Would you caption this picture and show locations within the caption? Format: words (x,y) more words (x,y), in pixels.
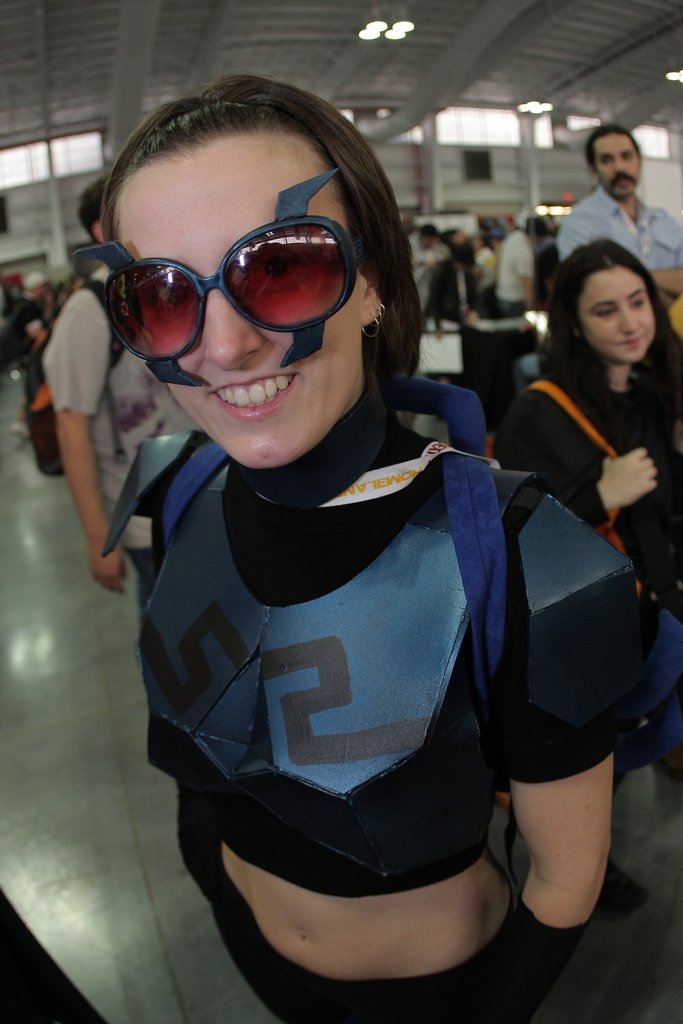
In the middle of this image (286,634), there is a woman (369,196) in a black color dress (452,757), wearing sunglasses (240,293), smiling and standing. In the background (629,463), there are other persons (631,172) and there are lights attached to the roof (560,73).
